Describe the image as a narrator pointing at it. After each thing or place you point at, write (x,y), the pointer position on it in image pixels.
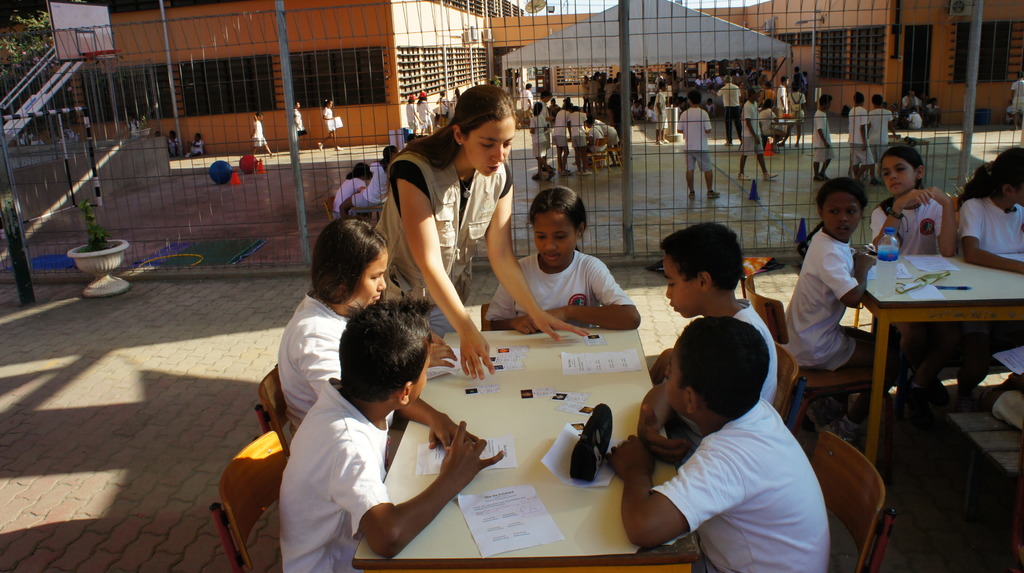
In this image we can see children (579,153) standing on the floor (588,168) and some are sitting on the chairs (600,153) and tables (539,376) are in front of them. On the tables (516,465) we can see papers (521,493) and pouches (582,458). In the background (295,191) we can see play area (200,173), houseplants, buildings (219,54), street lights (809,19), air conditioners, poles (626,11) and sky (587,3).
